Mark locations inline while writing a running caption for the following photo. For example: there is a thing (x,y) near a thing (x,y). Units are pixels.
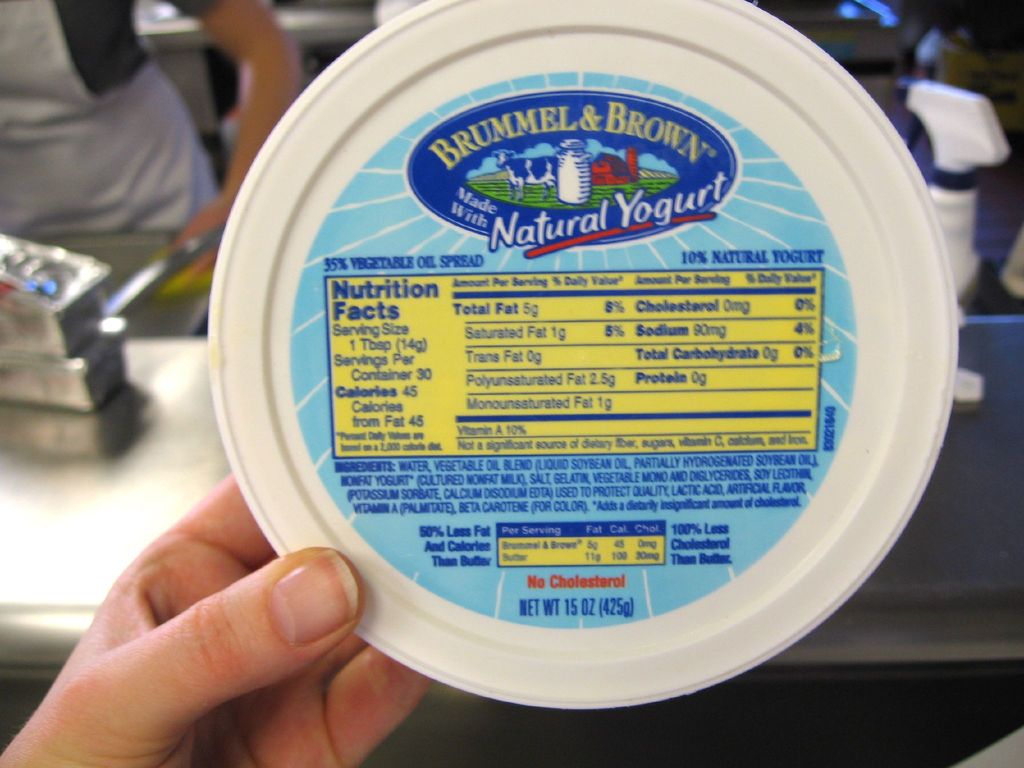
In this picture there is a white color yogurt box (397,641) and person hand (191,642). Behind there is a steel table (176,501) and a woman (148,114) standing in the background (152,190).
